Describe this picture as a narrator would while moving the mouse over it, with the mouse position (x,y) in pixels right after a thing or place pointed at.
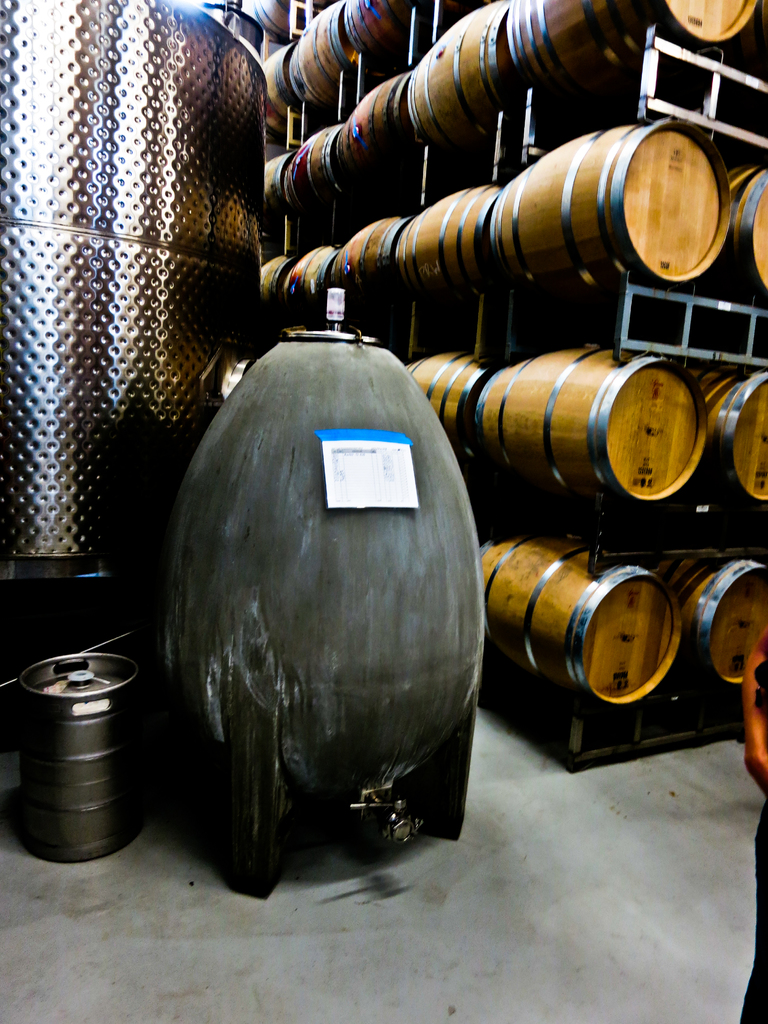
In this image there are shelves (675,47), in that shelves (665,47) there are drums (554,47) and there is a drum (219,685) on a floor (195,867).
